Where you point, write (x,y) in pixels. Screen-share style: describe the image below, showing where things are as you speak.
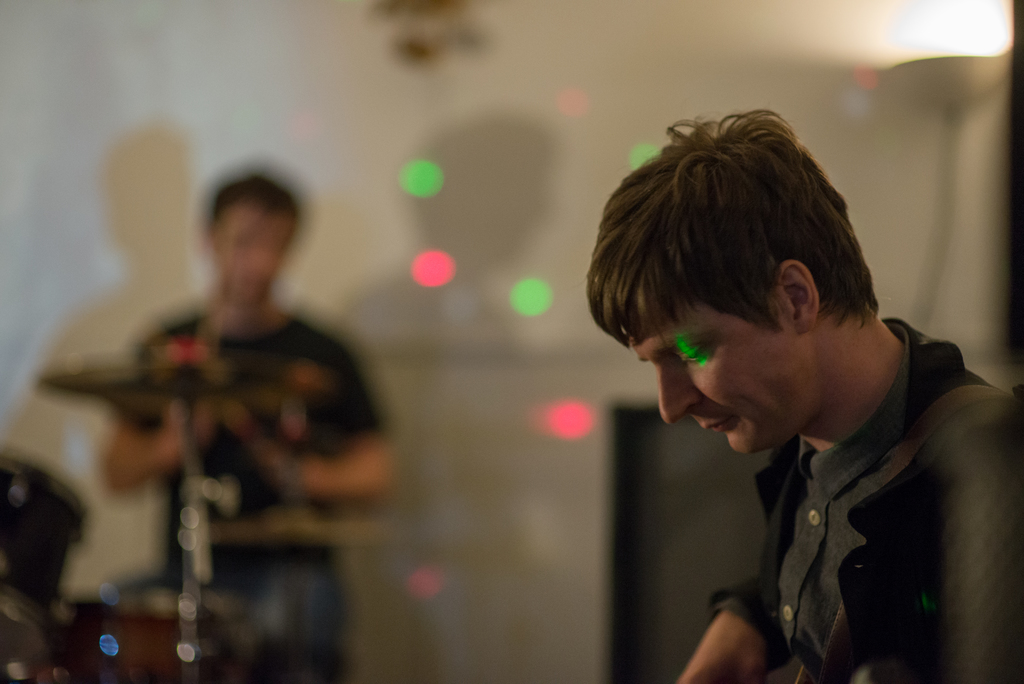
On the right (742,369) there is a man (817,402) who is wearing shirt (821,541). He is looking down. On the left (226,244) there is another man (262,322) who is wearing t-shirt (259,345), jeans (313,571) and standing near to the cymbal (162,394). Here we can see light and speaker (632,488). In the background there is a white cloth (68,201).
